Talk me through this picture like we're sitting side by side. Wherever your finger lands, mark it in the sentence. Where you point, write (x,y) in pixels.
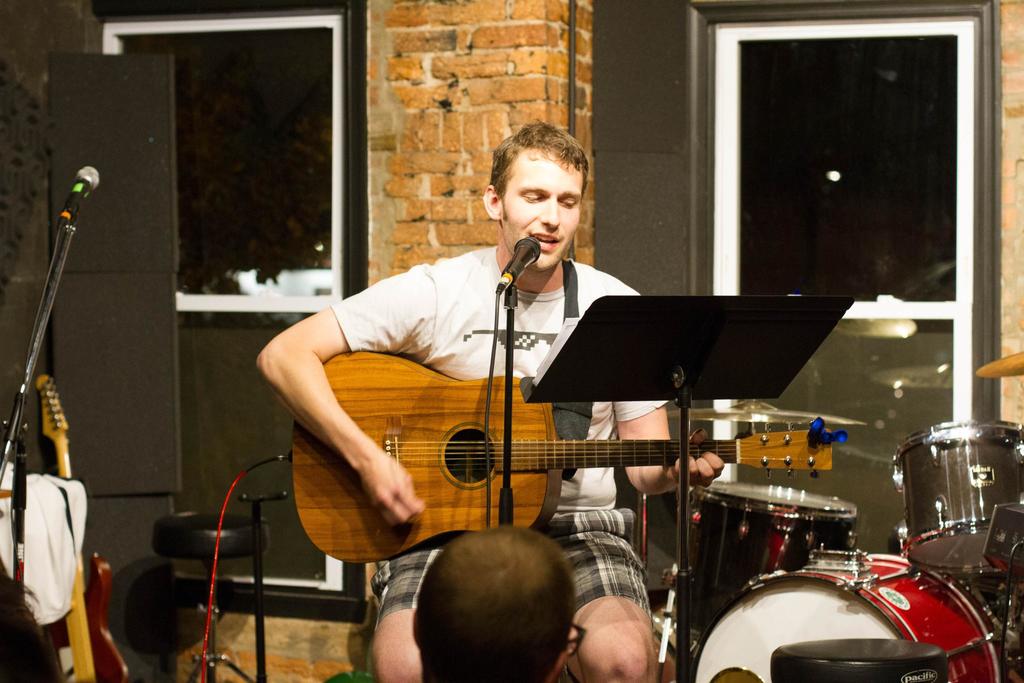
In this picture one man (399,317) is sitting on the chair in white t-shirt (476,354) and shorts (404,593) playing guitar (519,421) in front of a microphone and singing, behind him there is a big wall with doors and windows (231,281) and there are speakers (120,461) at the corner and one guitar (103,582), stool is present and at the right corner (848,517) drums (845,524) are present and in front of him there is one book stand (547,378) where book (536,369) is present and in front of him there is another man (531,564) is sitting.
